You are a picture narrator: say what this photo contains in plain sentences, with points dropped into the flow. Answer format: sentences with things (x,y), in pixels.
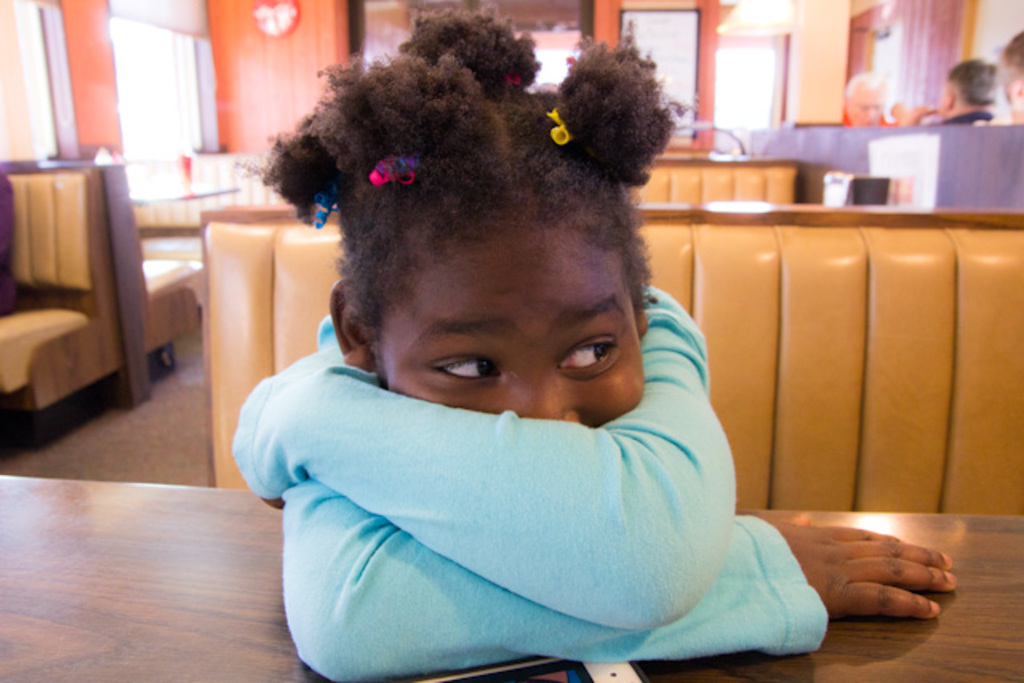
The picture is taken in a closed room (748,178) where one girl (543,363) is present in blue t-shirt (584,536) and sitting on sofa (736,418) in front of a table (267,586) where behind her there are three people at the right corner of the picture (919,73) and behind him there is a big hall (800,98) and one door (717,82) with big windows (129,35) and one clock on the wall (291,78).
